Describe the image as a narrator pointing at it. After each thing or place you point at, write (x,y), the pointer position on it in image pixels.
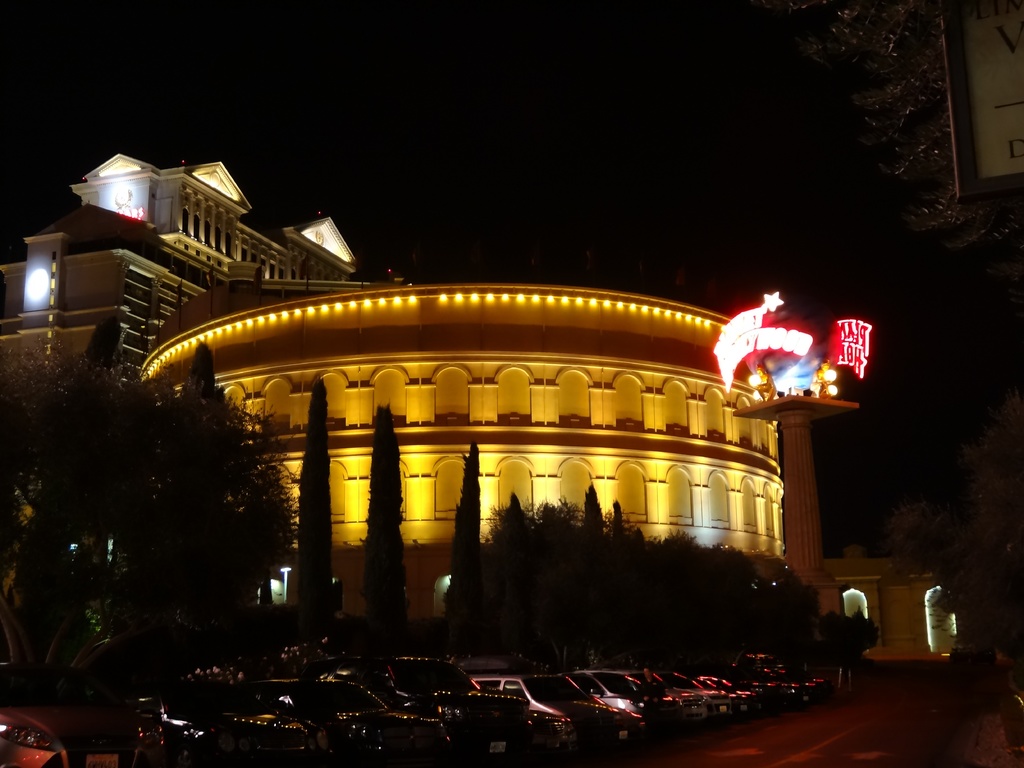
In this picture there are buildings (485,479) and trees (1013,525). In the foreground (786,692) there are vehicles (640,710) on the road (891,666) and there are boards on the buildings (718,525). On the right side of the image (1012,17) there is a text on the board (960,62). At the top (497,105) there is sky (565,112). At the bottom (858,714) there is a road (847,698).
